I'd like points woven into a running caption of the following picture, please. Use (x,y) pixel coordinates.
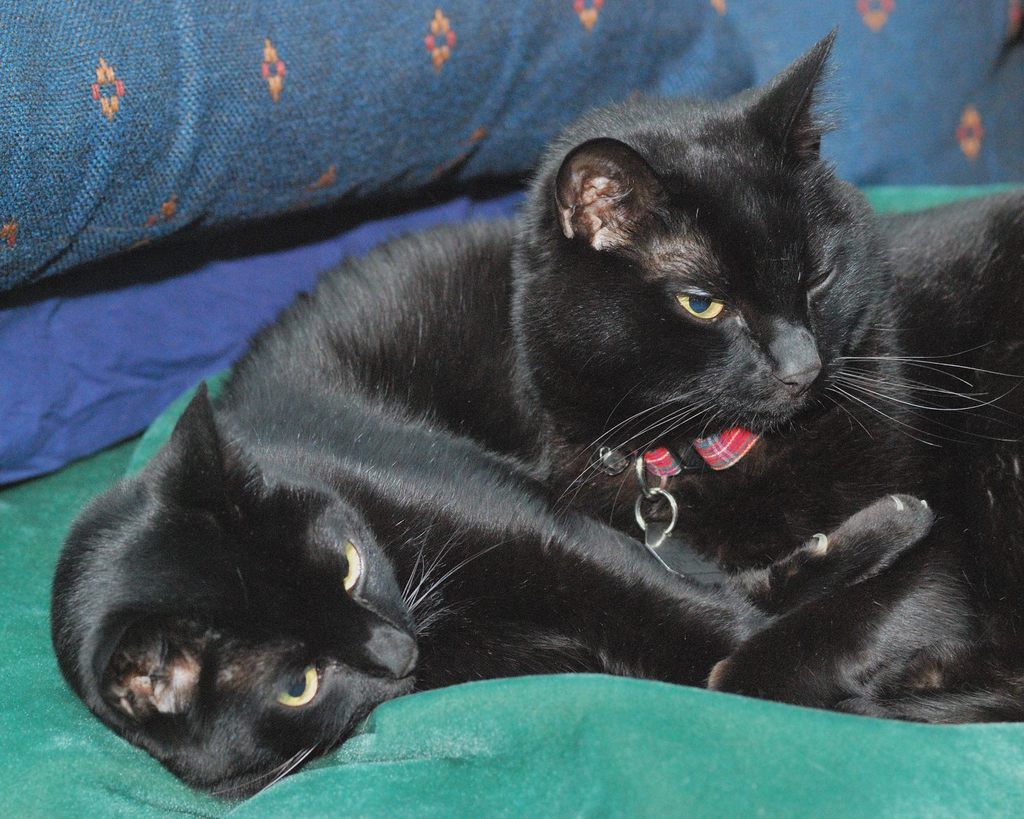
In this image there are two cats (653,362) in the middle (358,453) and there are some pillows (243,208) at the top of this image (399,126).
